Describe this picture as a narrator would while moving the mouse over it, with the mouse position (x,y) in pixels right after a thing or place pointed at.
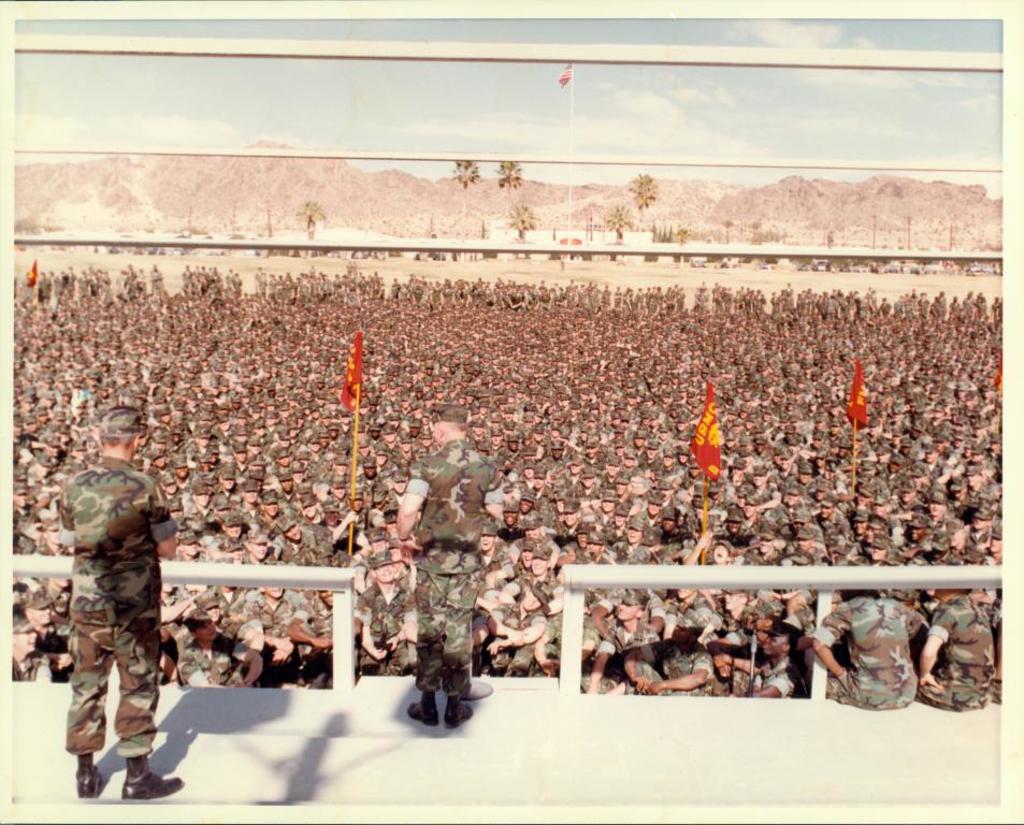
In the picture there are a lot of army soldiers (499,450) gathered in an area (18,268) and in front of them two soldiers (444,526) were standing on the dais (908,780) and in the background (190,160) there are many mountains (529,197) and few trees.
